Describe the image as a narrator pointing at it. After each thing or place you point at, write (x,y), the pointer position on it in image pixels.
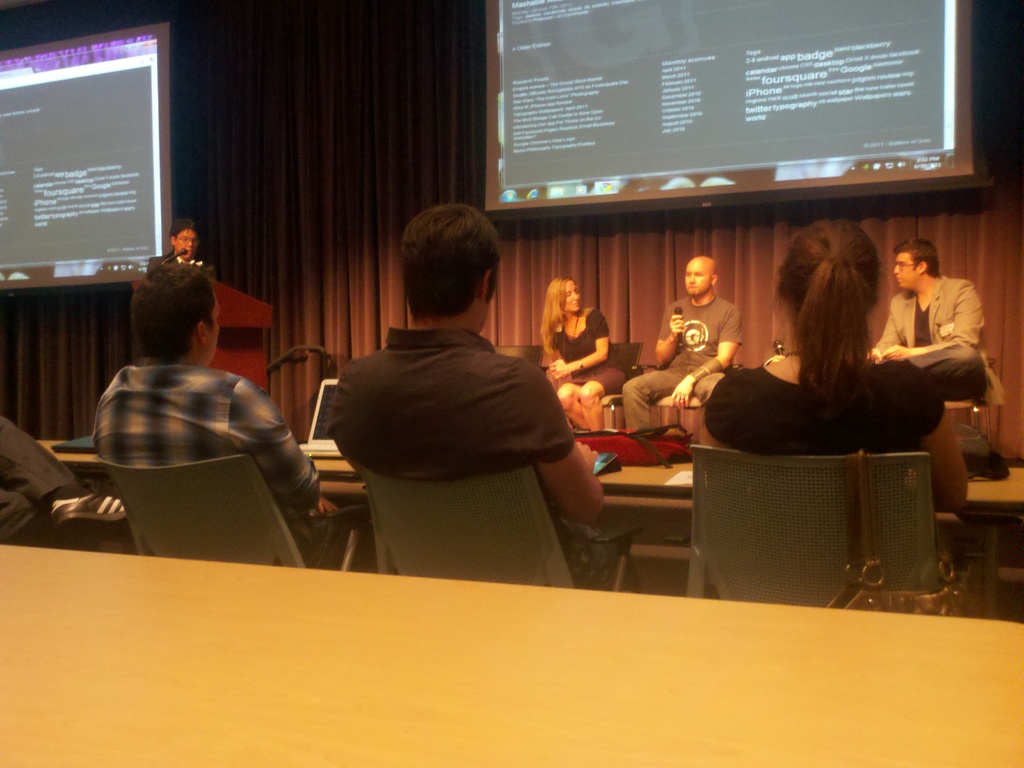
In the image we can see there are people (708,408) who are sitting on chair (411,474) and at the back (891,18) there is a screen (904,24) and a person (183,236) is standing in front of the podium (222,309).
